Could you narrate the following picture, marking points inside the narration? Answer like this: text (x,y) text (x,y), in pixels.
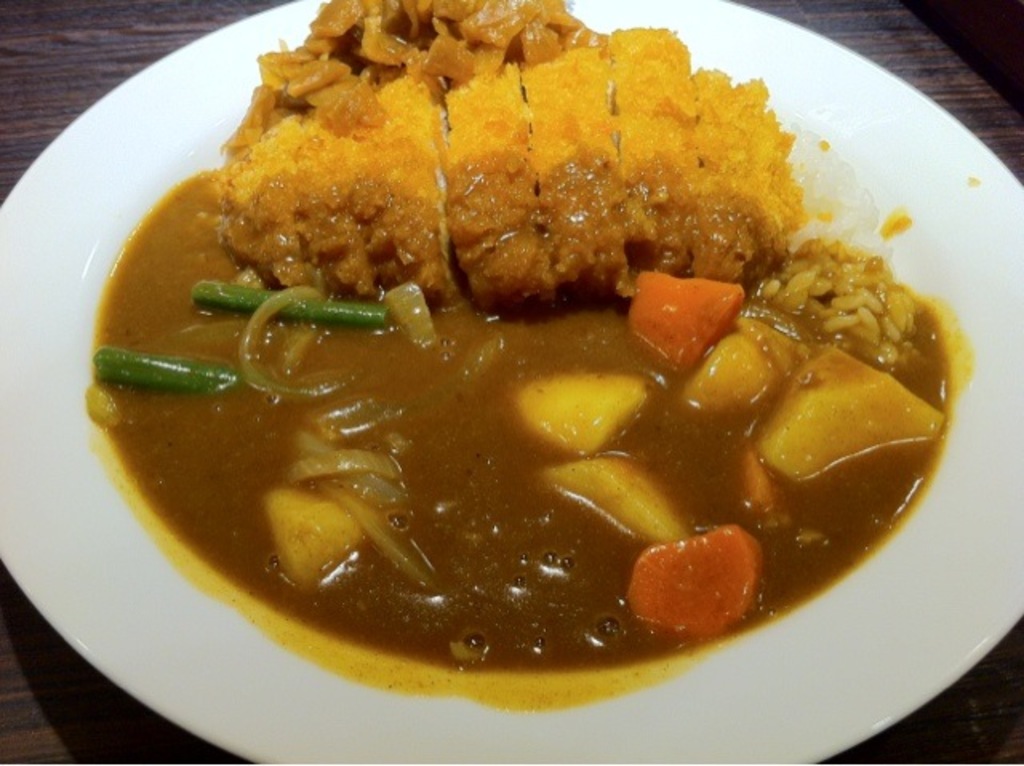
In this image I can see there is some food (321,411) placed in the plate (965,287) and it is placed on the wooden table (36,679).
